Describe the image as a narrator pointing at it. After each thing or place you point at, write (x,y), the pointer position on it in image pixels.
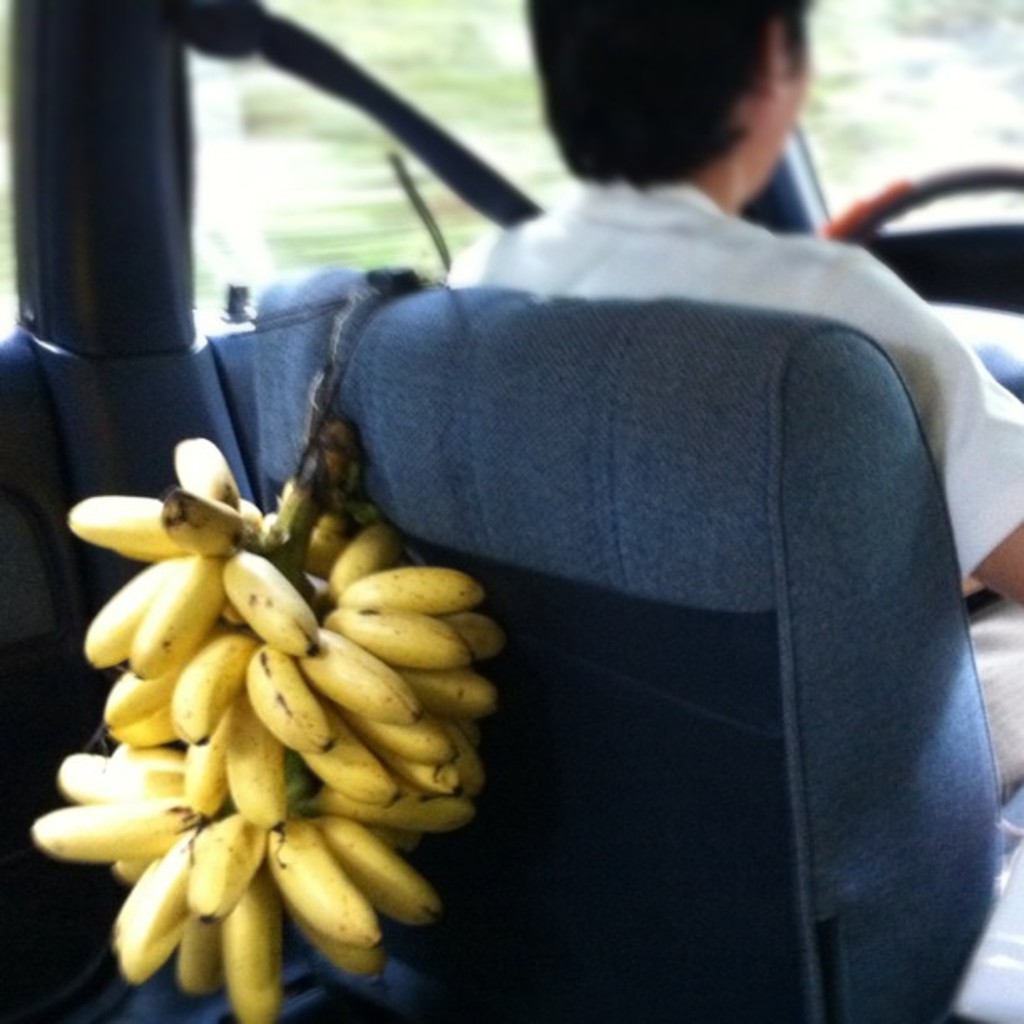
There is a person (638,97) sitting on the seat (831,636). On the seat (851,737) there is a bunch of banana (246,737) hanged.
